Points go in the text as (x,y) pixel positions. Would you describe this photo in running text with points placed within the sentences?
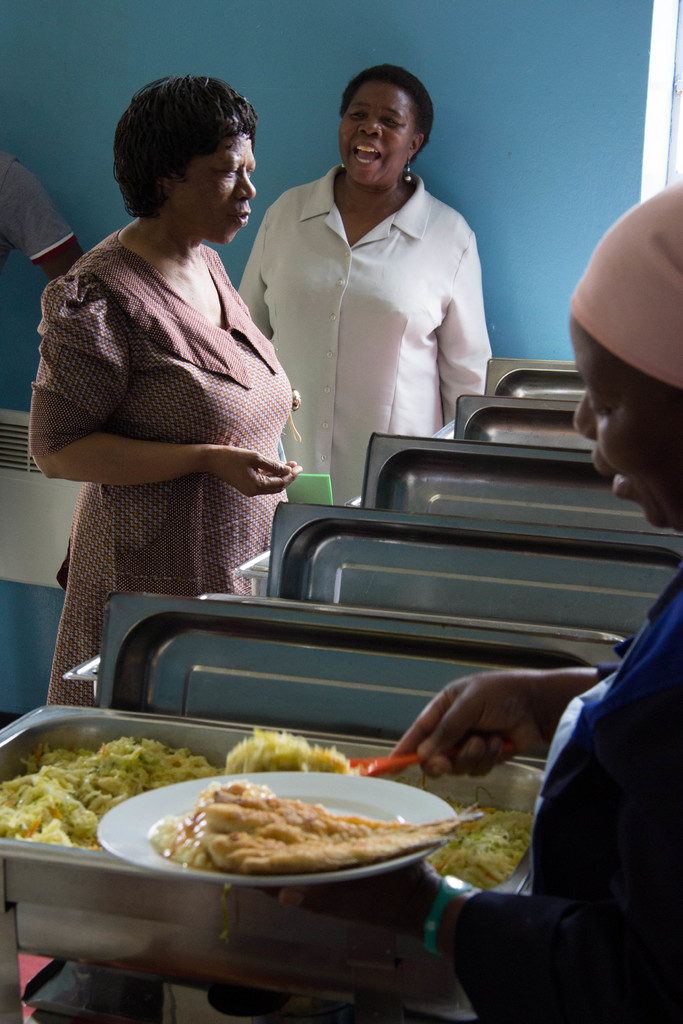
In this image there are three women (295,233) talking, there is a woman (631,469) holding an object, there are bowls (365,515), there is food (306,763) in the bowl (221,754), there is a plate (318,773), there is food (308,815) on the plate (323,799), at the background of the image (408,24) there is a blue color wall (488,66), there is an object (46,527) on the wall (309,159).
